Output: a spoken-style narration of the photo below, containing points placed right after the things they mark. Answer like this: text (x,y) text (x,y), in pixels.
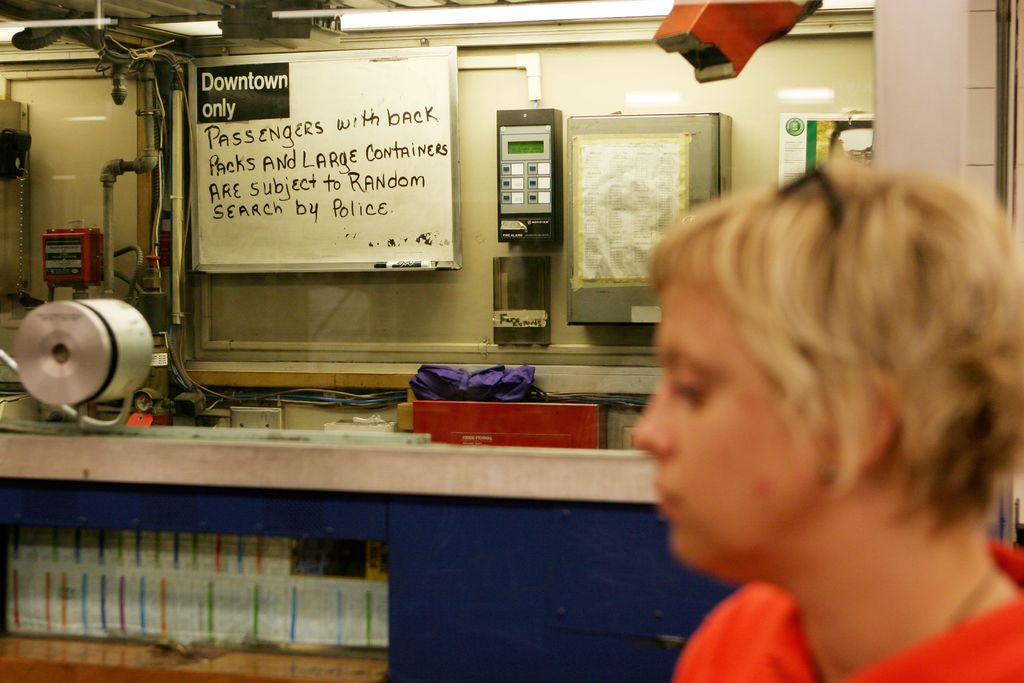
In the picture there is a woman (690,285), beside the woman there is a wall (408,339), on the wall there are many items (422,380) present, there is a board (429,201) with the text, there are machines (102,259) present, there are lights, there is a calendar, there are pipes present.
